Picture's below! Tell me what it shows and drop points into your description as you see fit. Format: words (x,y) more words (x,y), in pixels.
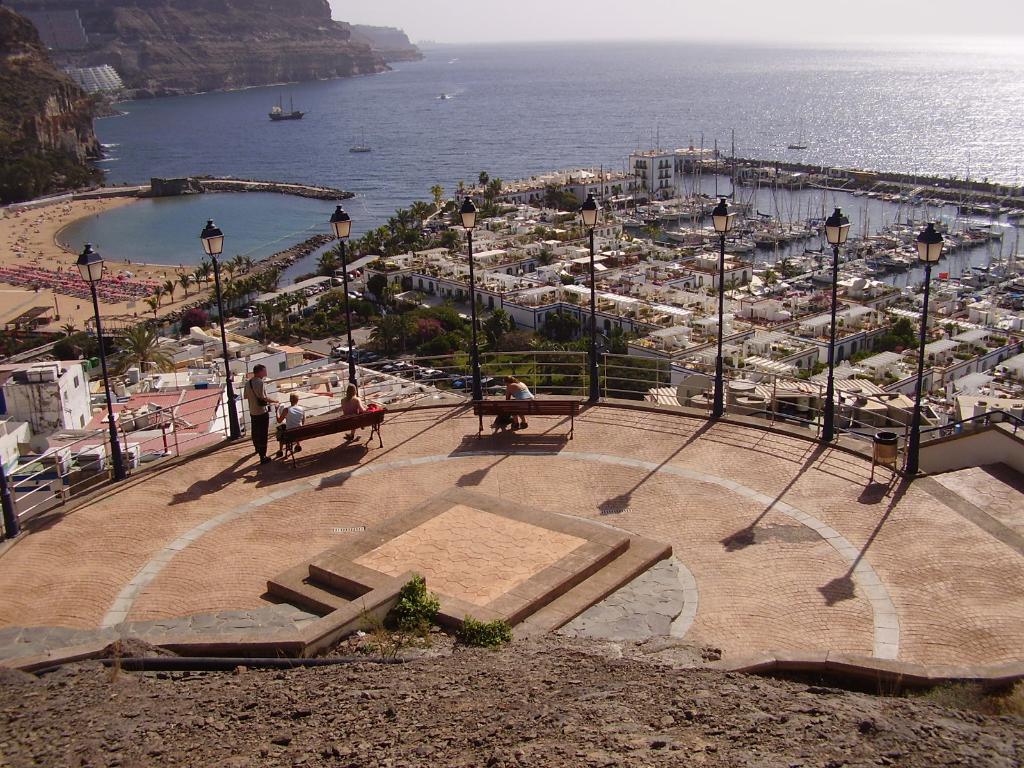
In the center of the image (666,338) there are houses (778,363). There are benches (507,405). There are light poles (477,388). There is water (648,50). There are mountains (324,59). At the bottom of the image (519,724) there are stones (284,727).
